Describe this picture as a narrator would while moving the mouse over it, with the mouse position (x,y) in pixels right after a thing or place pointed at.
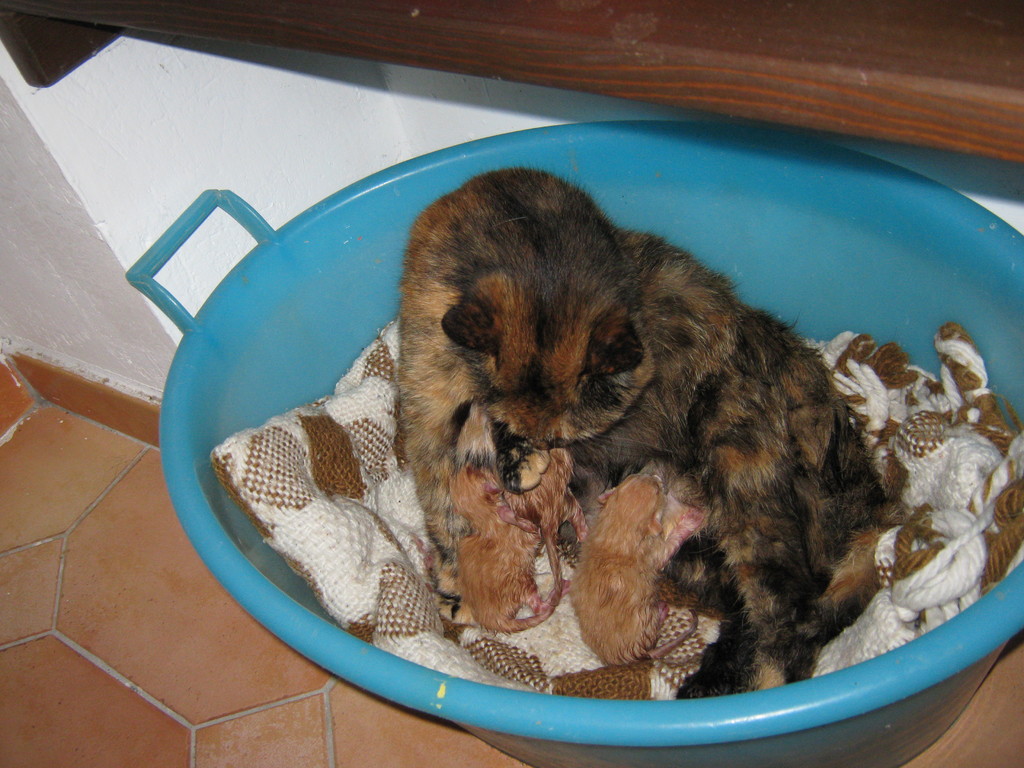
In this picture we can see a brown color cat (424,523) sitting in the blue tub (1010,315) with three baby kittens (639,542). Behind we can see a white wall (398,116) and wooden shelf (594,64).
